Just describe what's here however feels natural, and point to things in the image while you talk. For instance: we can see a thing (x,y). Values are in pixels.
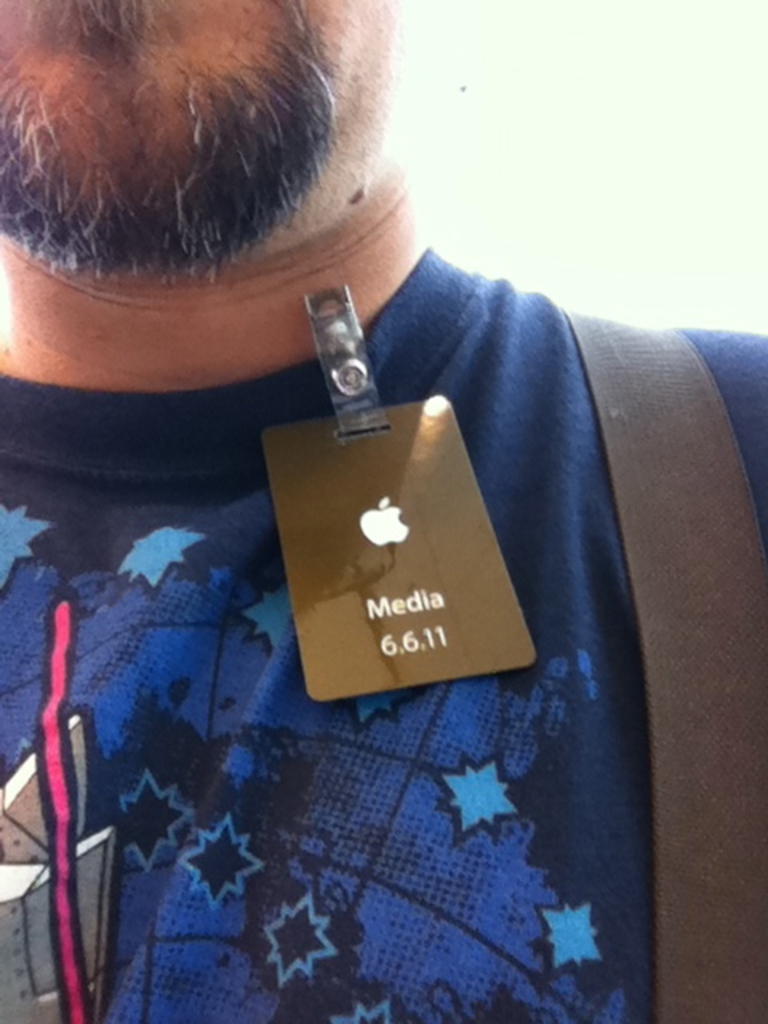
In this picture, we can see a man (177,775) in the blue t shirt (315,871) and on the t shirt (317,760) there is a badge (360,552) and an item (647,532).
